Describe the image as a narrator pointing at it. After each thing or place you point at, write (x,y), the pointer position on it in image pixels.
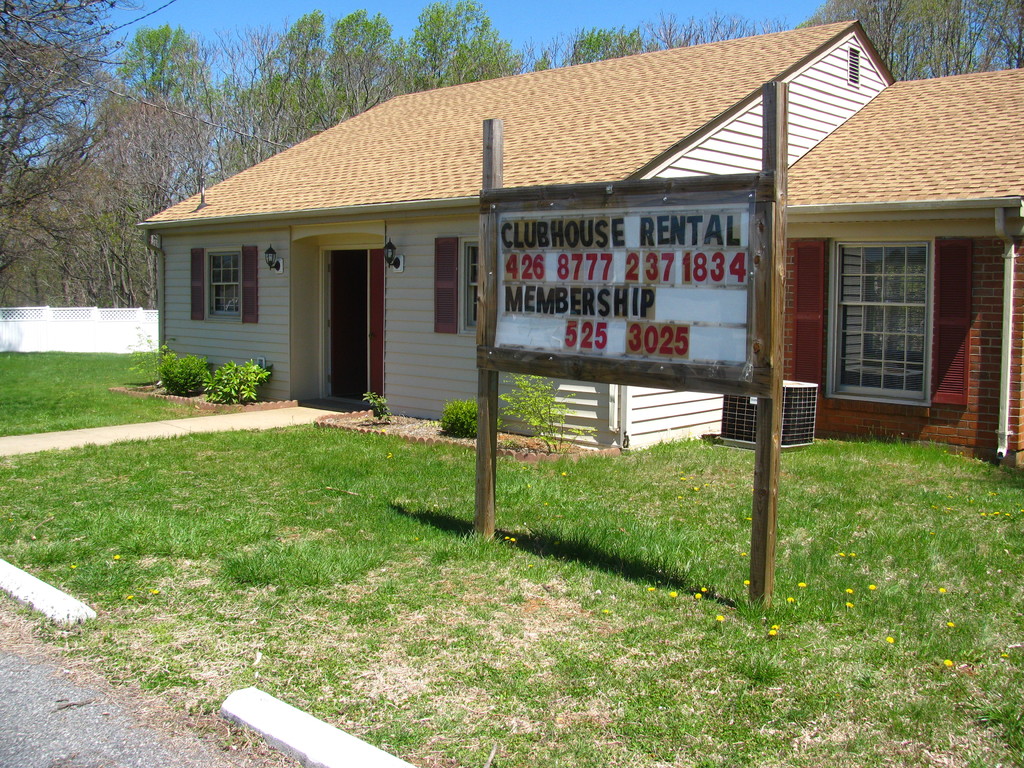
In this image can see a building (833,144) with windows (478,272) and door (367,318). On the wall (415,312) there are lamps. Near to the building (199,336) there are plants (245,380). On the ground (412,434) there is grass (534,492). Also there is a board (515,332) with wooden poles (760,405). On the board (666,295) there is some text (573,234). In the background (271,95) there are trees (364,101) and there is sky (176,21).
